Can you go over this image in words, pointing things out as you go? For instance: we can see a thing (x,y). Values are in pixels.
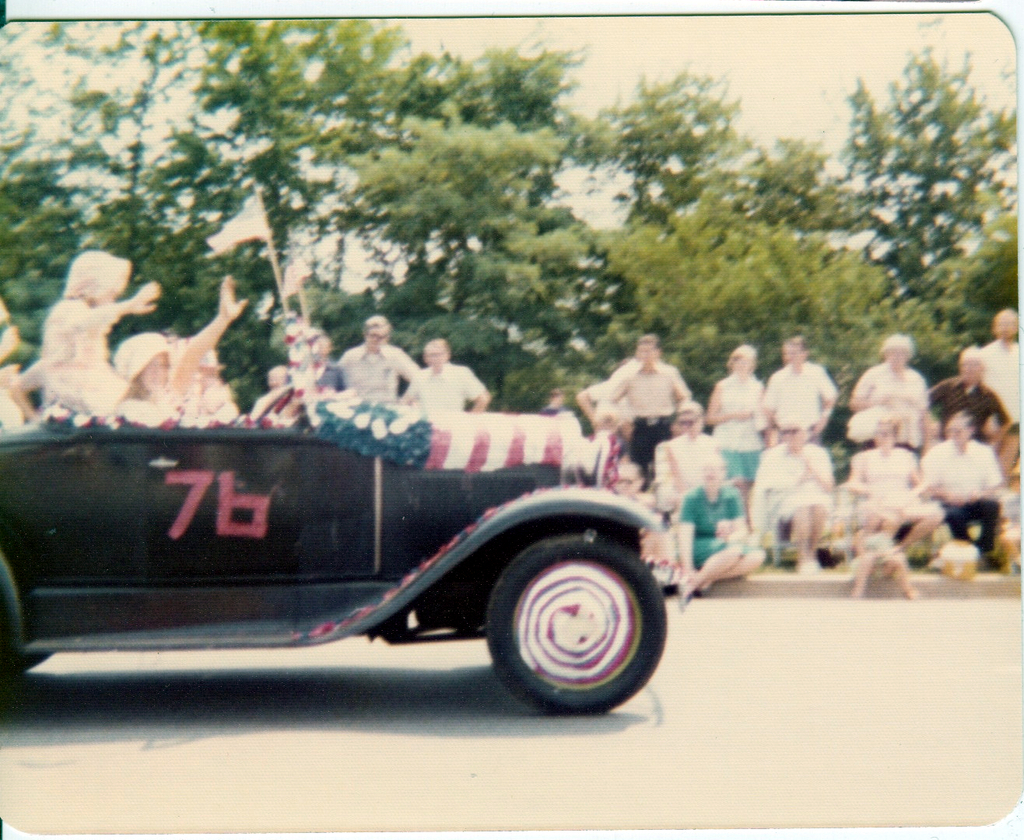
On the background (970,278) we can see trees (966,290). Here we can see few persons (872,382) standing and sitting on a footpath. We can see few persons (198,416) sitting in a car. This is a flag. This is a road (513,713).
